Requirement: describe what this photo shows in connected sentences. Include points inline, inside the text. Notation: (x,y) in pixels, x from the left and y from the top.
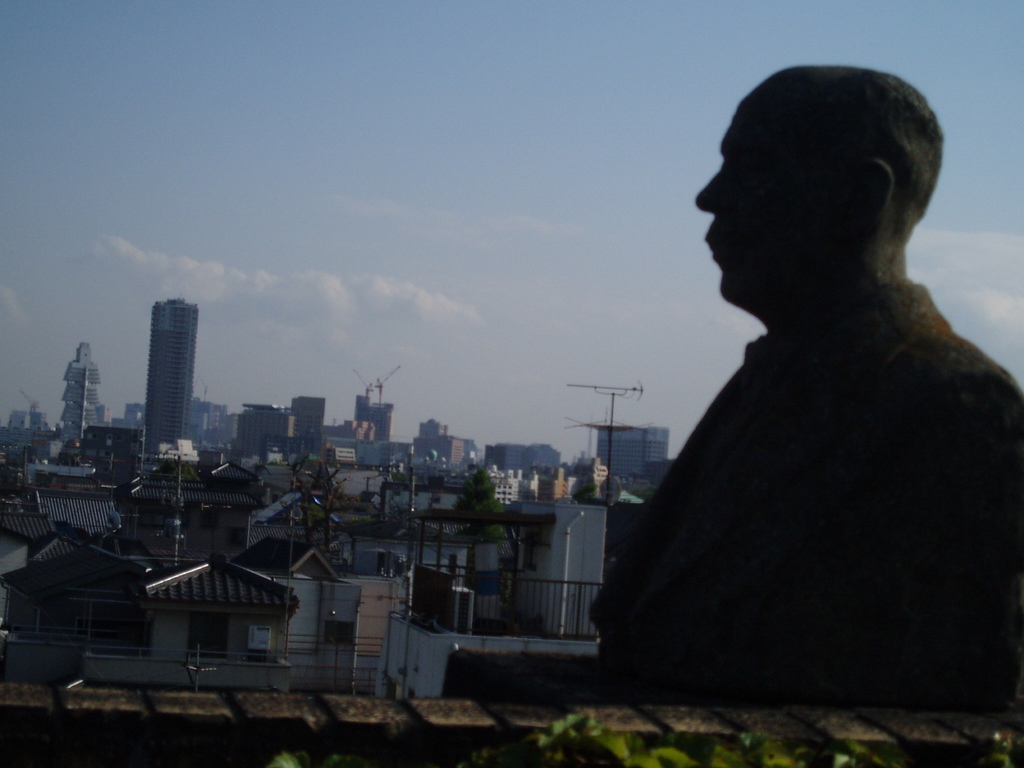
In this image I can see few buildings (469,450), windows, railing (574,625), poles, sky (533,413) and in front (803,630) I can see the statue (838,508).
